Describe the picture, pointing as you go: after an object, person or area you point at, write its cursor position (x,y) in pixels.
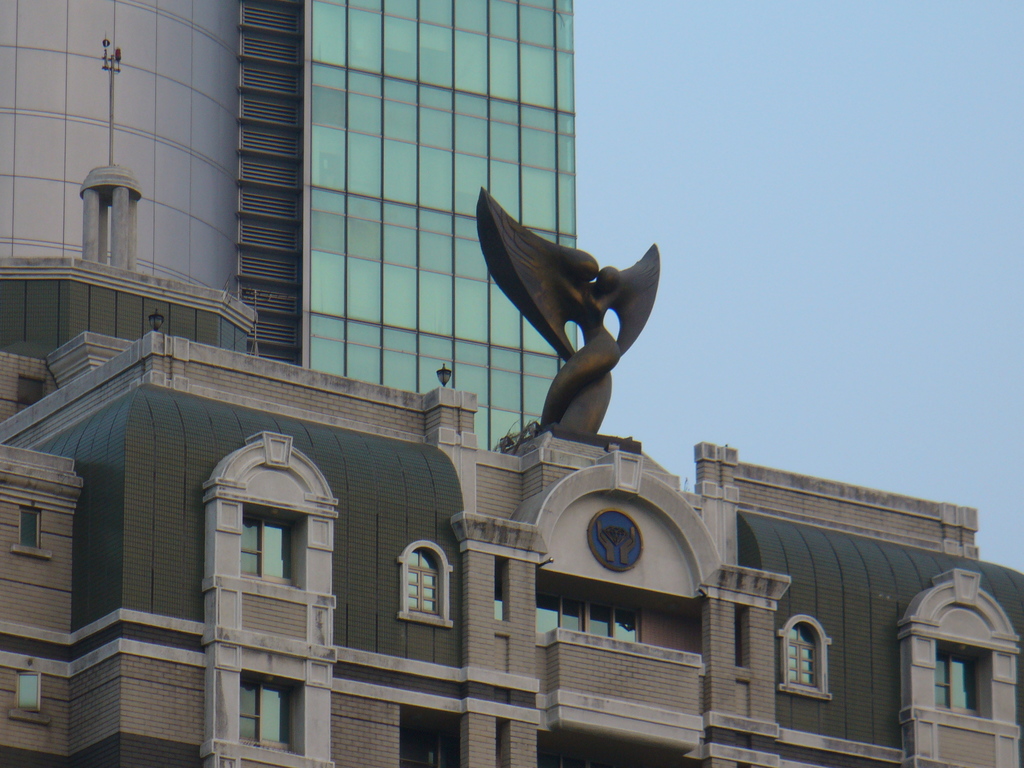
In this image there is a building (353,304) and the sky (693,368).
